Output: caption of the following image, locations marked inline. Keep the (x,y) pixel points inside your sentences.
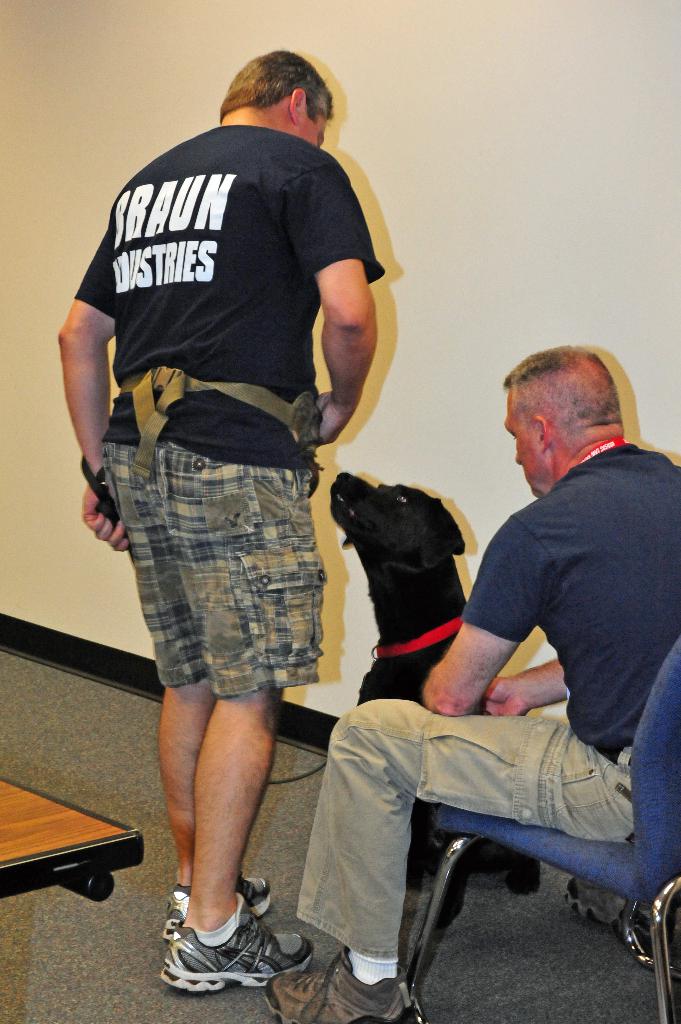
In this picture I can see a man (600,724) sitting in the chair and I can see another man (181,350) standing and a dog (379,658) and looks like a table (57,873) on the left side (50,842) and I can see a wall (376,100) in the back (443,169).
